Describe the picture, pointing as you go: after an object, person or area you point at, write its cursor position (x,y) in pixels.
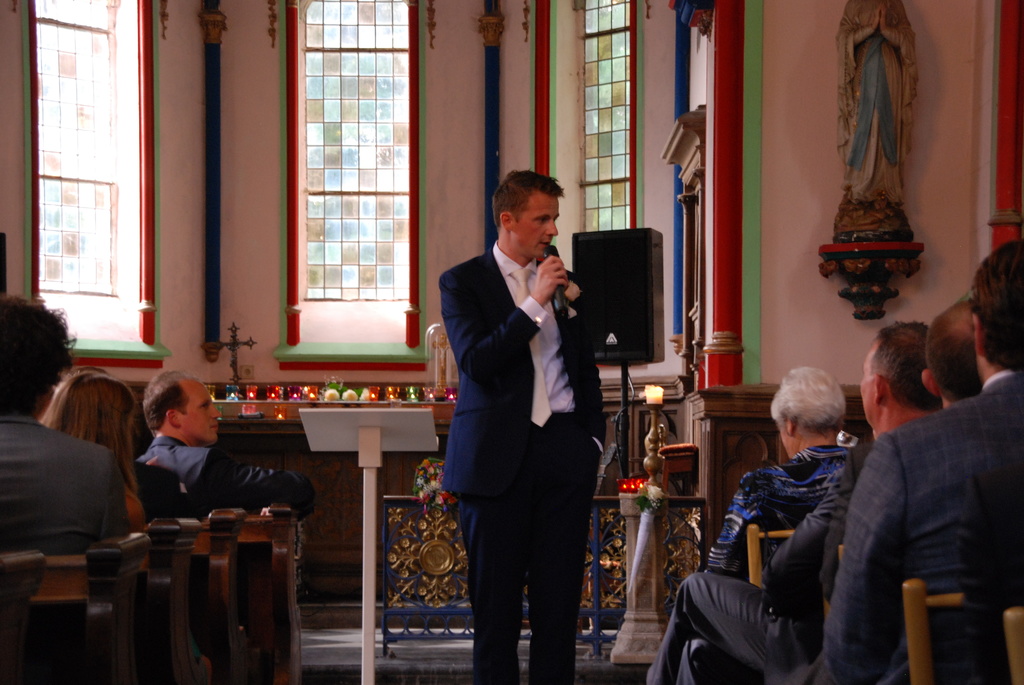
In this image I can see the inner view of room (569,60), where I can see so many people (944,505) sitting on the benches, also there is a man (539,367) standing in the middle (549,447) holding a microphone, behind him there is a table (253,401), stand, speaker (614,321) and windows (75,165) in the middle of the wall (202,323).
